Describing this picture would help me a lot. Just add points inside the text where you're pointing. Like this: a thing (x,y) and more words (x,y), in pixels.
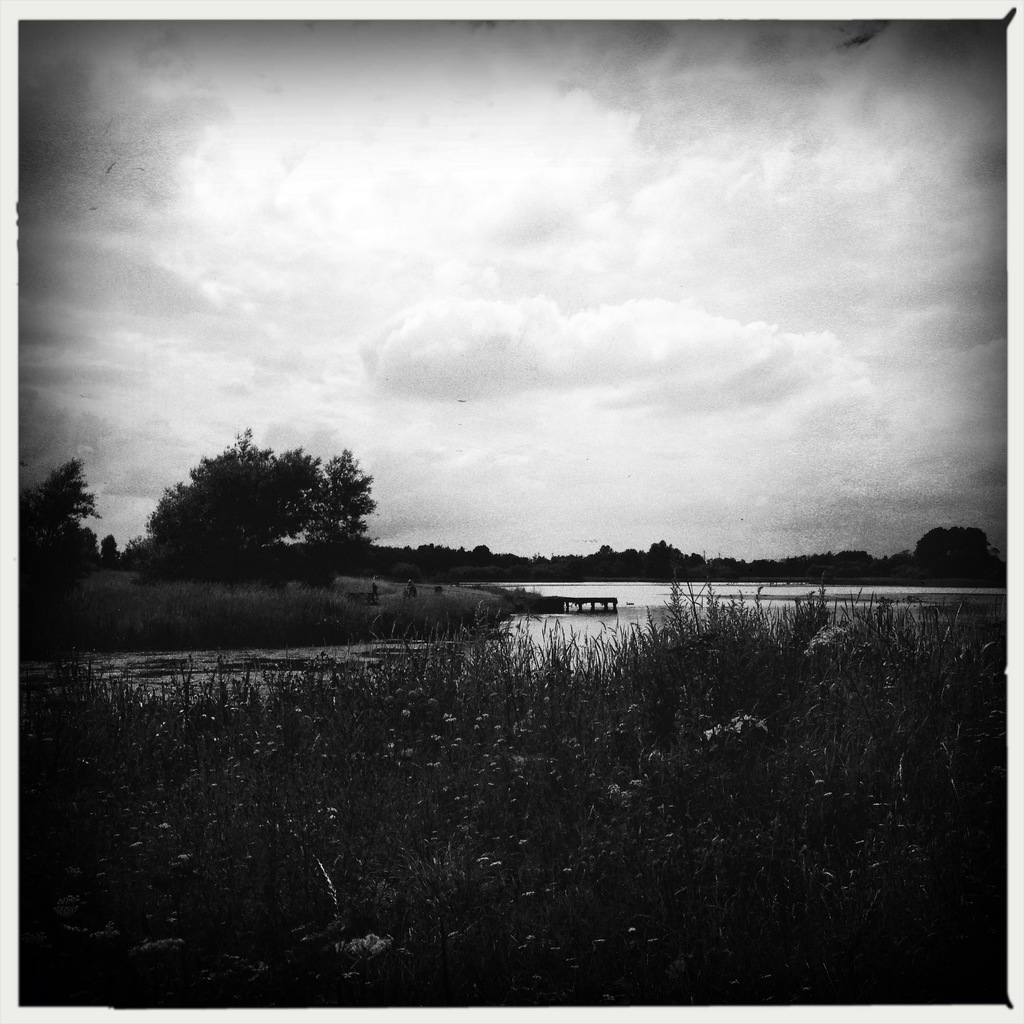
It is the black and white image in which we can see there is water (591,621) in the middle (612,623). At the bottom (595,906) there are plants (432,854). In the middle (459,596) there is a ground (180,608) on the left side (335,614). On the ground (335,598) there are trees (235,517). At the top (533,205) there is the sky (670,354).
